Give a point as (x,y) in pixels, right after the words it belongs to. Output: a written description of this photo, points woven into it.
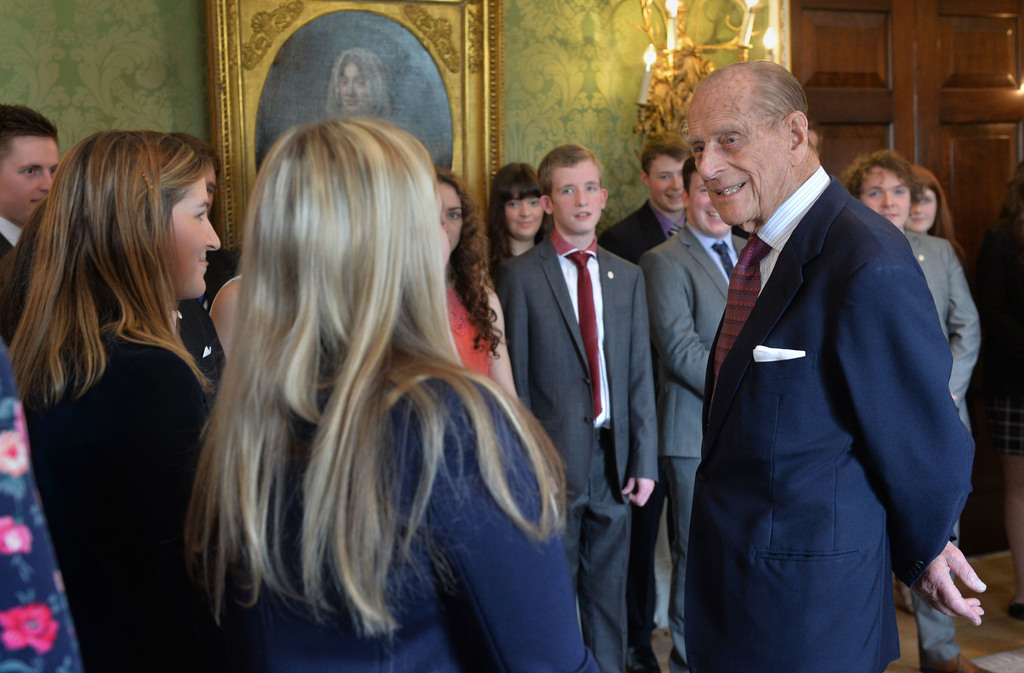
In this image I can see there are a few people (647,265) standing and there is an old man (778,349) standing on the right side (780,261), he is wearing a blazer (822,480). There is a wall (174,97) in the backdrop (198,111) and there are few candles (672,32) attached to the wall (638,49) and there is a wooden door (934,51) at the right side (1001,86).
